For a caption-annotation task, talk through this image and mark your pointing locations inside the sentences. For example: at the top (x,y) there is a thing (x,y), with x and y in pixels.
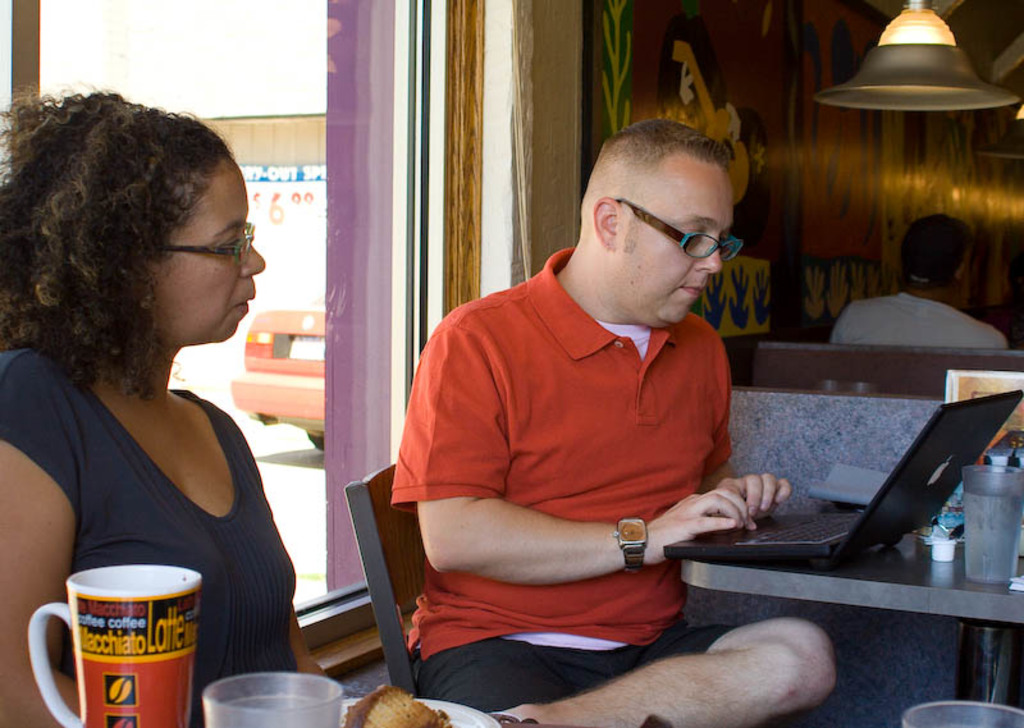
In this image I can see two people (184,541) with different color dresses (241,557). In-front of these people (528,512) I can see the tables (839,582). On the table (693,569) I can see the laptop (850,518), glass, cup (175,619) and the plate (452,718) with food (375,710). To the right (917,310) I can see the person (918,286). There is a light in the top (890,41). I can also see the painting (668,62) to the wall (586,142). In the background (526,183) there is a wall (526,183).
